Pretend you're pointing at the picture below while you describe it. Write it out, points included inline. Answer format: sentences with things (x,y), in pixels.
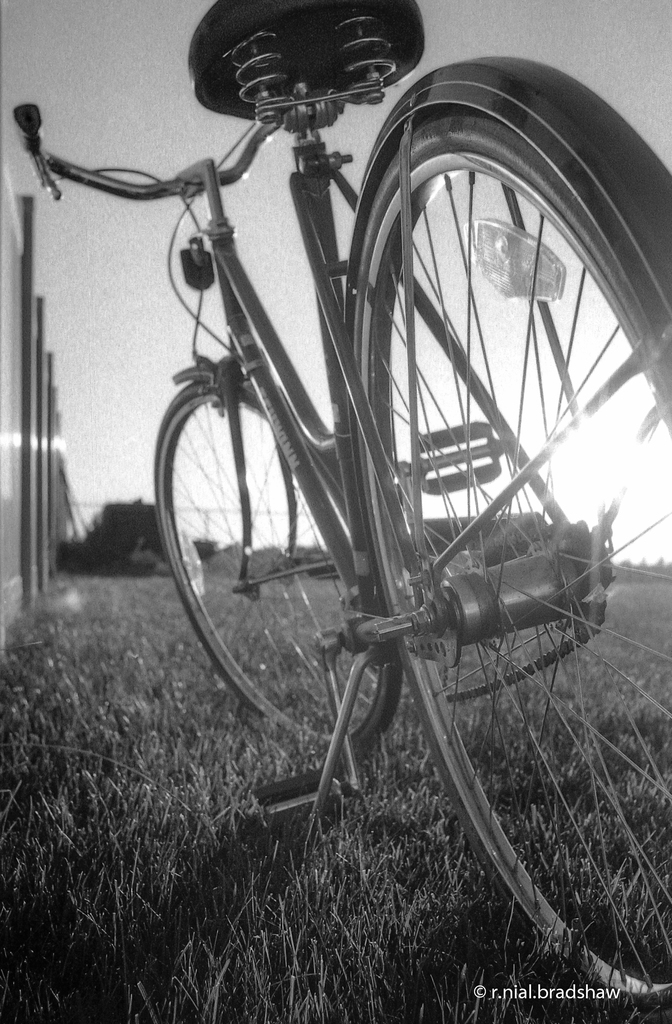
In the image we can see there is a bicycle (340,359) which is parked on the ground (202,797) and the ground (211,785) is covered with grass (335,823). The image is in black and white colour.
